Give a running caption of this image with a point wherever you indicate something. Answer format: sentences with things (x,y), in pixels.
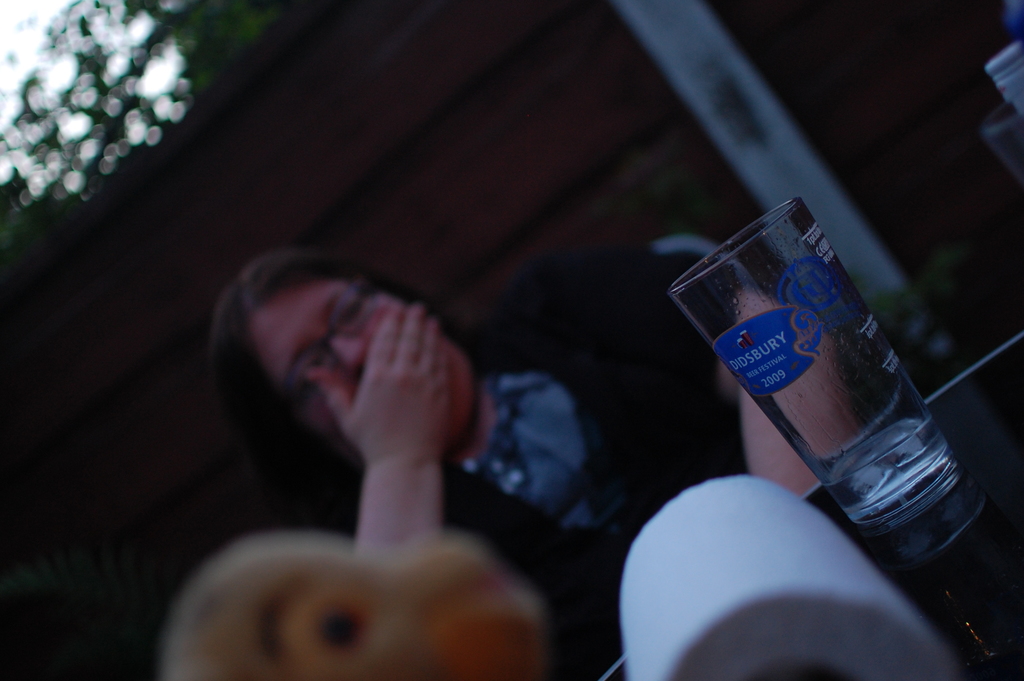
In this image there is a glass table (958,553) on which there is a glass (784,329). Beside the glass (744,314) there is a tissue roll (731,607). In the background (544,487) there is a woman (397,420) who closed her mouth (375,383) with the hand (375,383). Behind the woman (375,383) there is a wall (366,149).
